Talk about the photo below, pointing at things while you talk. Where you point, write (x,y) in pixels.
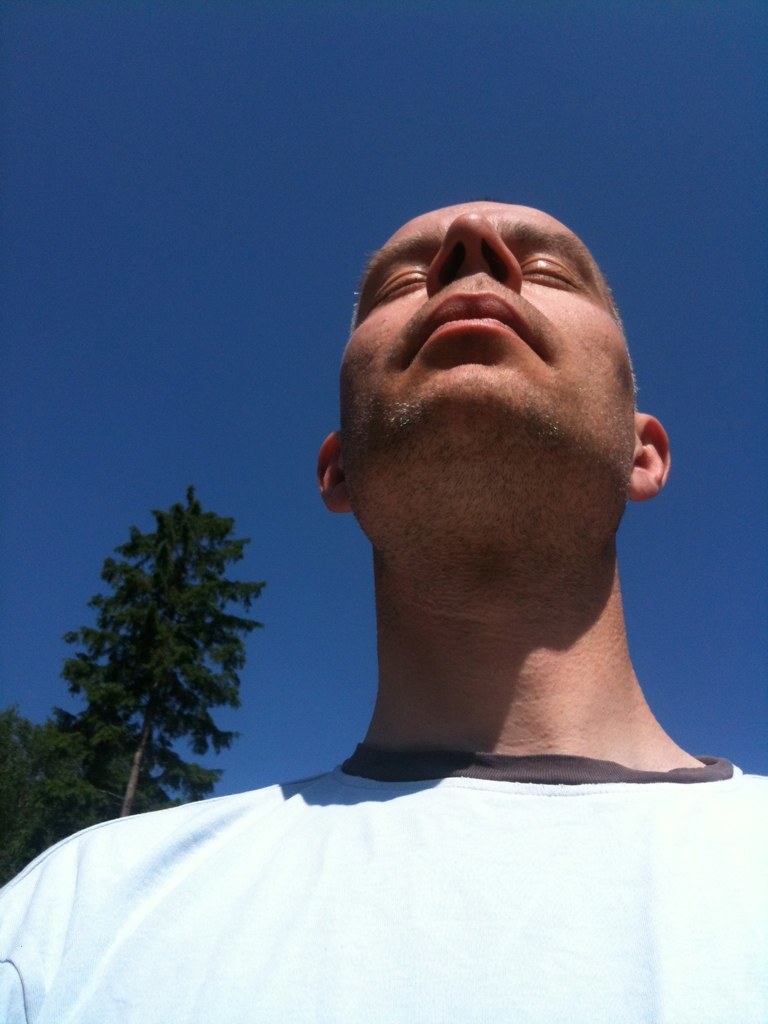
A man (421,730) is present wearing a white t shirt (248,905). There are trees (120,704) at the back (65,802) and sky (297,155) at the top (325,131).
